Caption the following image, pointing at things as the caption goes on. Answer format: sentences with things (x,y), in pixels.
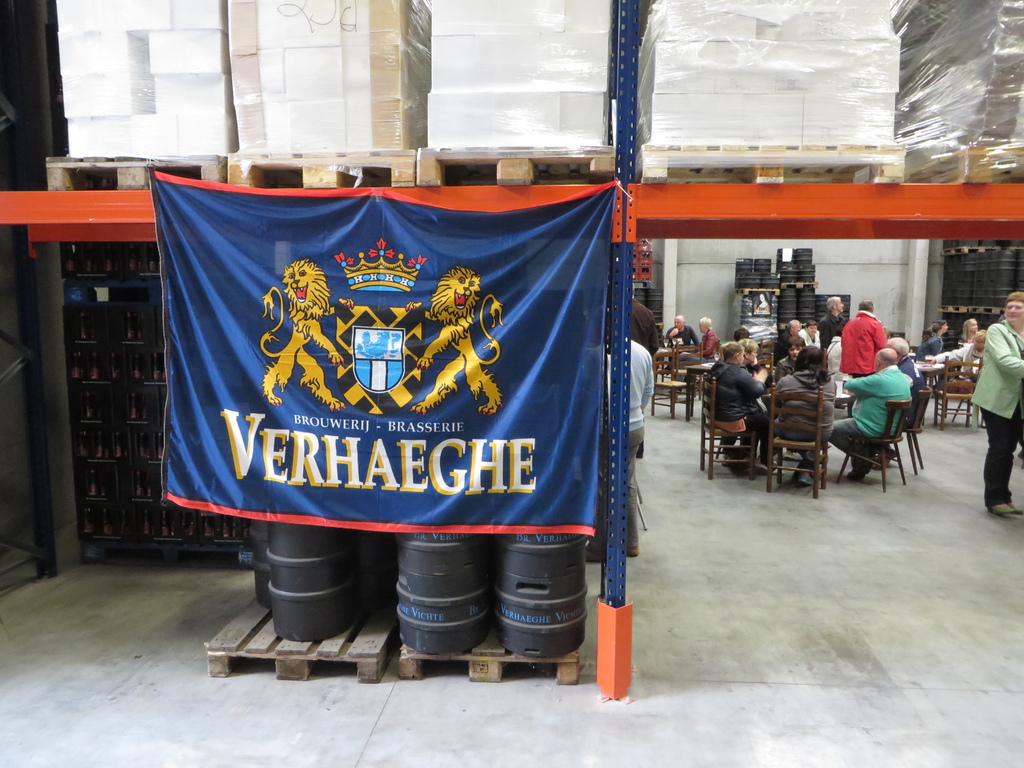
In this image I can see a banner (463,372). To the right of that banner (514,403) there are group of people (804,416) sitting on the chairs (893,420) and some people (1021,297) are standing. At the back (745,262) there are some drums (800,306).
